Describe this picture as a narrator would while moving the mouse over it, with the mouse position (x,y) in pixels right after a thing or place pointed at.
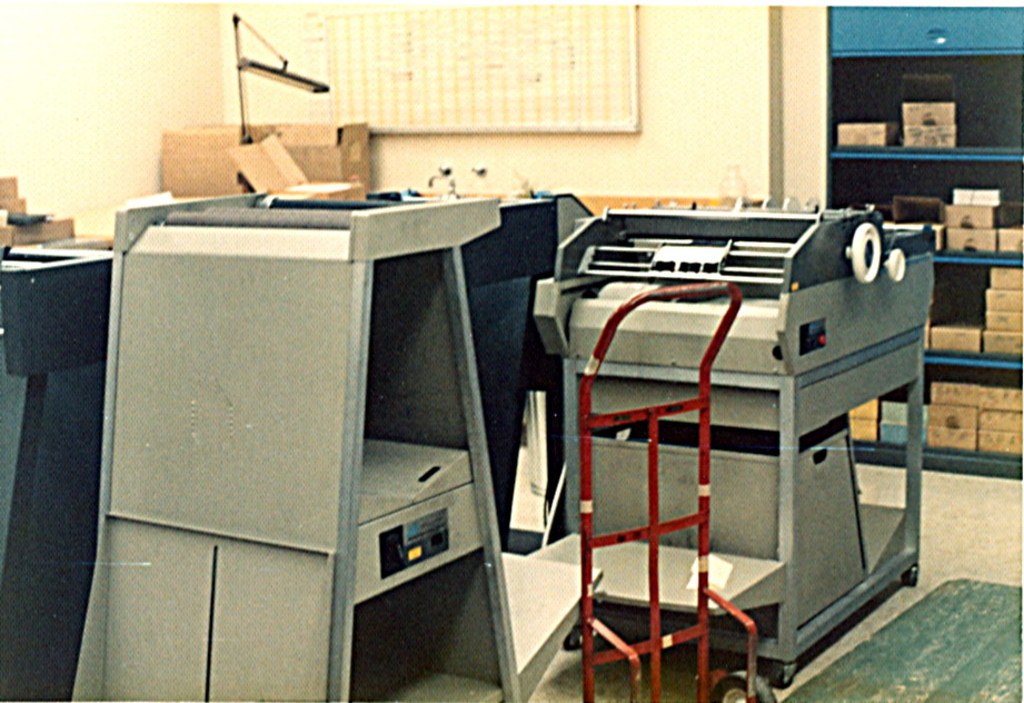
In this image, we can see machines (614,228) in front of the wall (682,142). There are cupboards (972,362) on the right side of the image (973,437) contains some boxes (1008,244). There is a board (403,62) and lamp (273,74) at the top of the image (410,74). There is a moving trolley (659,613) at the bottom of the image (665,649).
